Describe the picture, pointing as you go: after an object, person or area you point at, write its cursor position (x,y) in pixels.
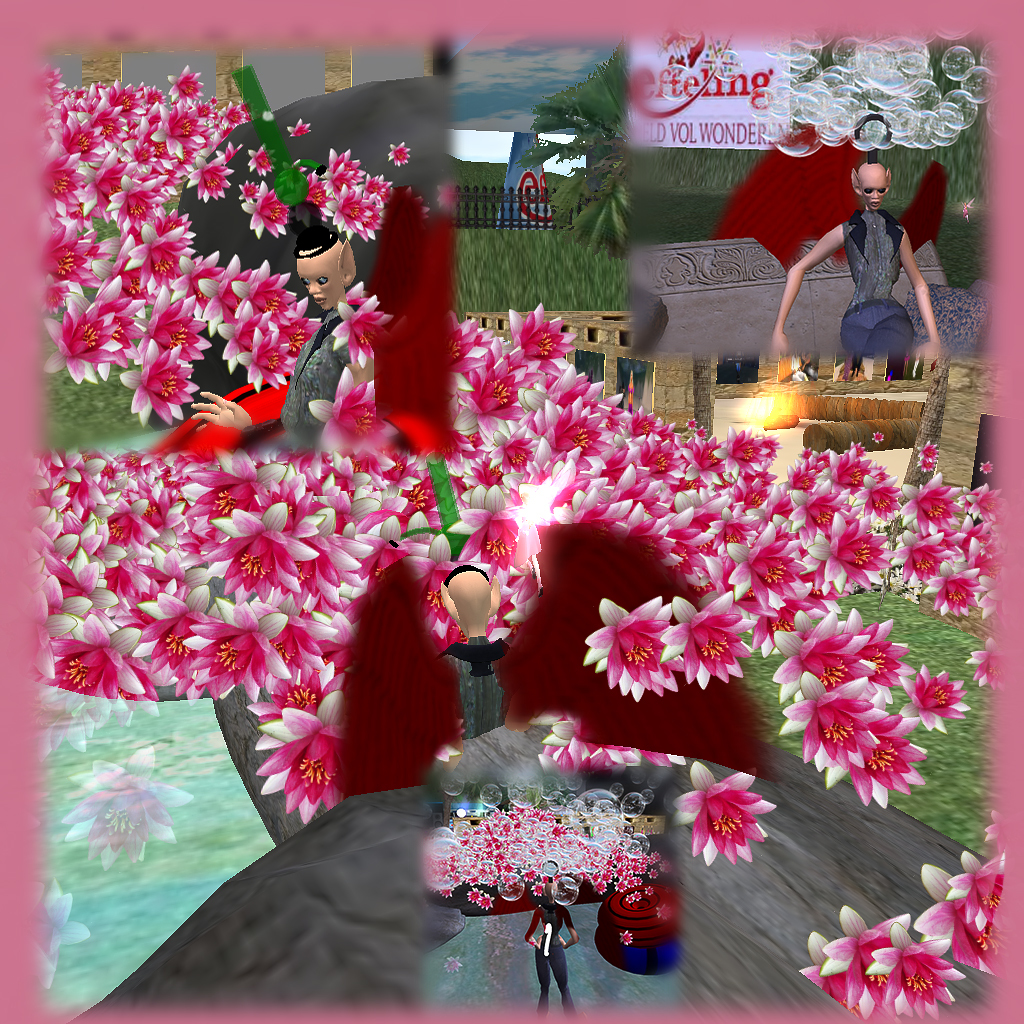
This is an animated image. In this picture, we see an object (365,896) which looks like a table (849,850). Behind that, we see the flowers (303,598) which are in white and pink color. Beside that, we see the person (877,345) is standing. In the background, we see a person (793,284) and in front of the person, we see a table (893,420) on which some objects (835,441) are placed. In the background (498,216), we see the railing (522,192) and the board (713,83) in white color with some text (745,121) written.
